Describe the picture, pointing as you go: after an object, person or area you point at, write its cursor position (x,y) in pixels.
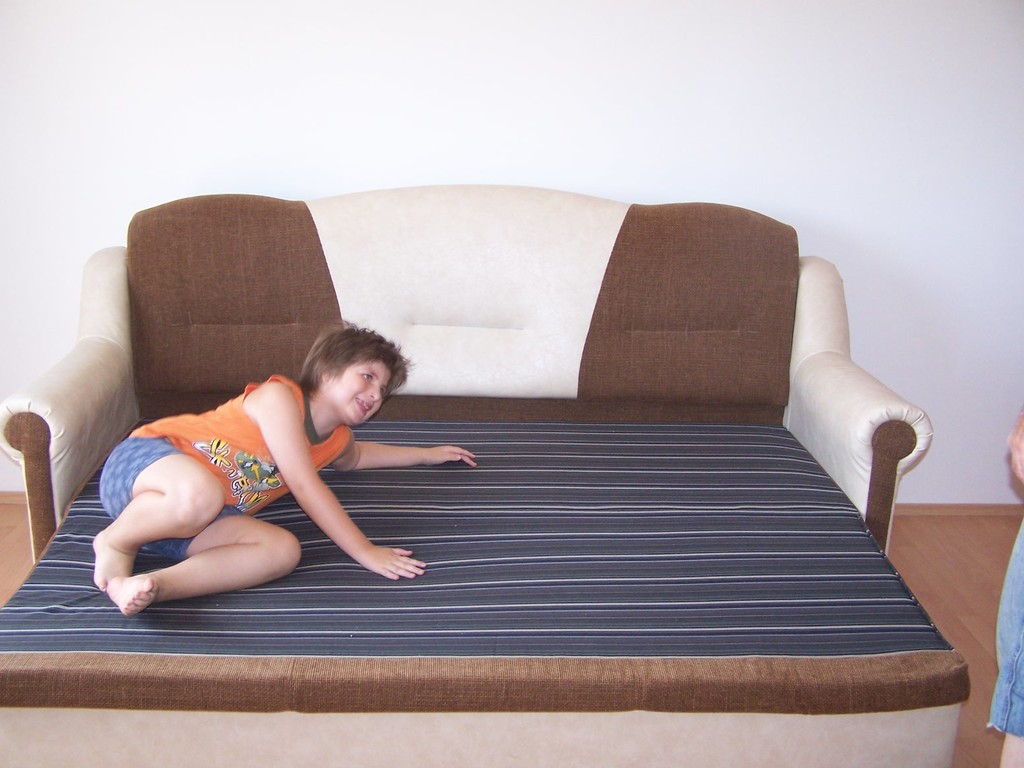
A child (240,447) is lying on a bed (625,499). It is a bed cum sofa (636,323). In the background (625,115) there is a wall (589,76).
